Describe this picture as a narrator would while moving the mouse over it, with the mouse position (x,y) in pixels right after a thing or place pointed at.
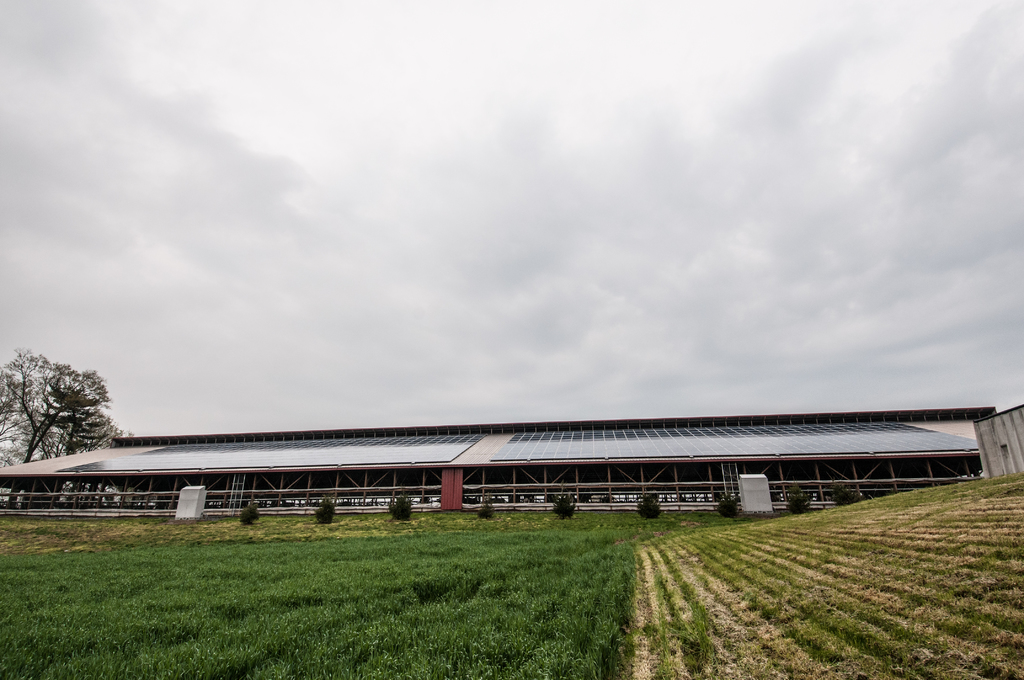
In the image in the center (400,276), we can see the sky (479,192), clouds (991,366), trees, grass (571,630), plants (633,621) and one building (653,481).
